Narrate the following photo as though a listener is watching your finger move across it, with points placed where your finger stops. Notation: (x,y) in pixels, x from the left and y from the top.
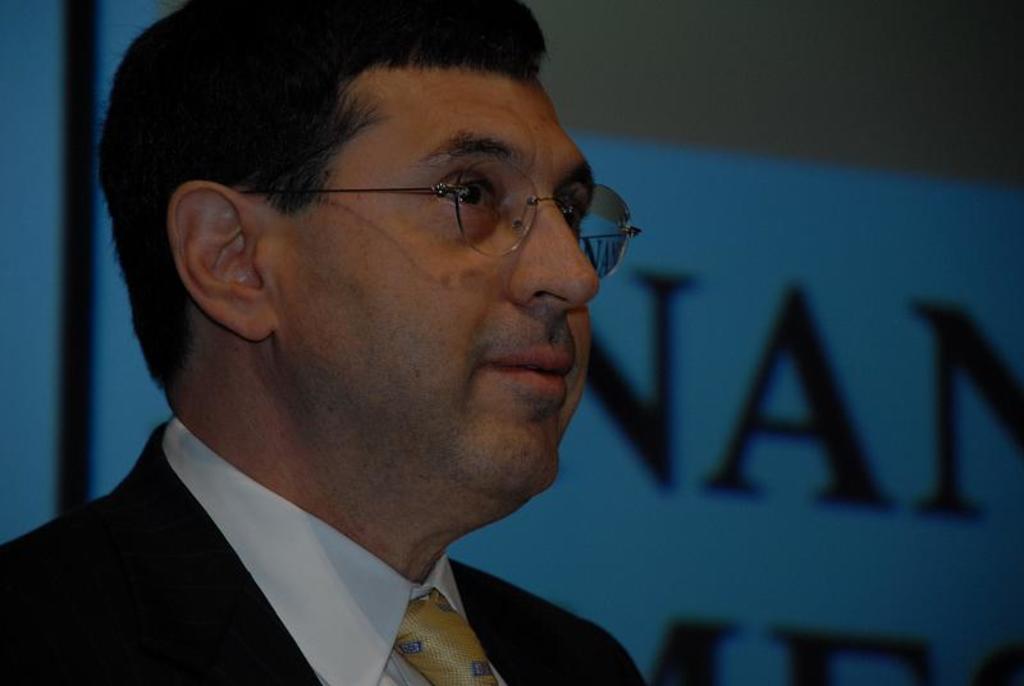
In this image in the front (340,437) there is a man (362,499) wearing specs (499,242). In the background (678,355) there is a board (749,365) with some text (820,420) written on it.
